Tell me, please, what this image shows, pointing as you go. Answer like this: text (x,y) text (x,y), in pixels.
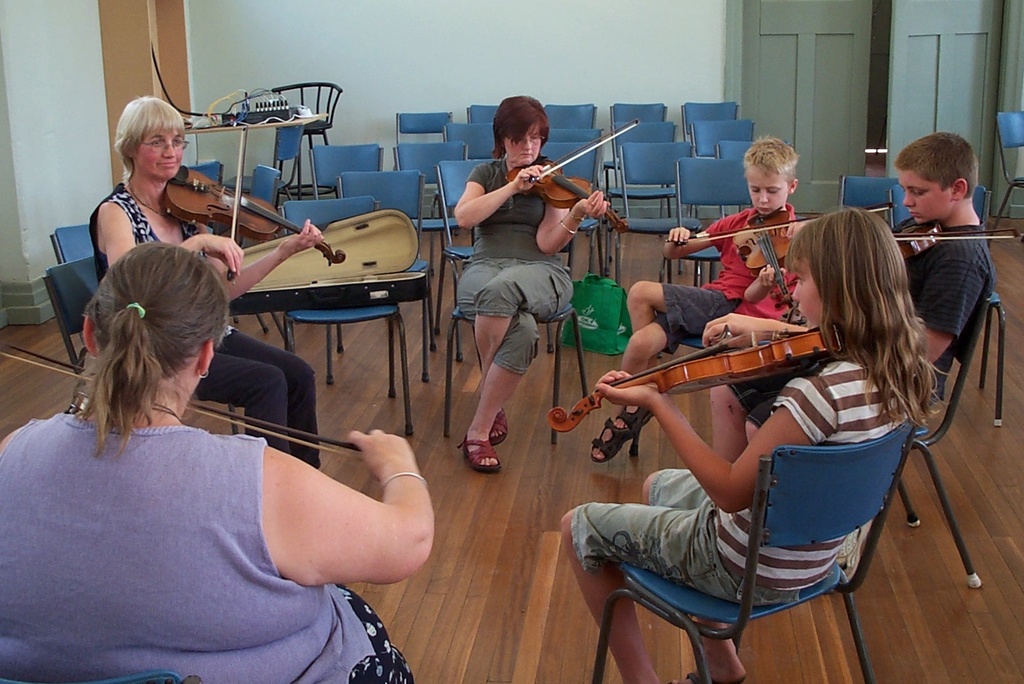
In this image there are students (723,328) playing the violin (780,269) and there is a teacher (189,230) in front of them. At the background (395,107) there are chairs (664,108) and wall (487,48).
